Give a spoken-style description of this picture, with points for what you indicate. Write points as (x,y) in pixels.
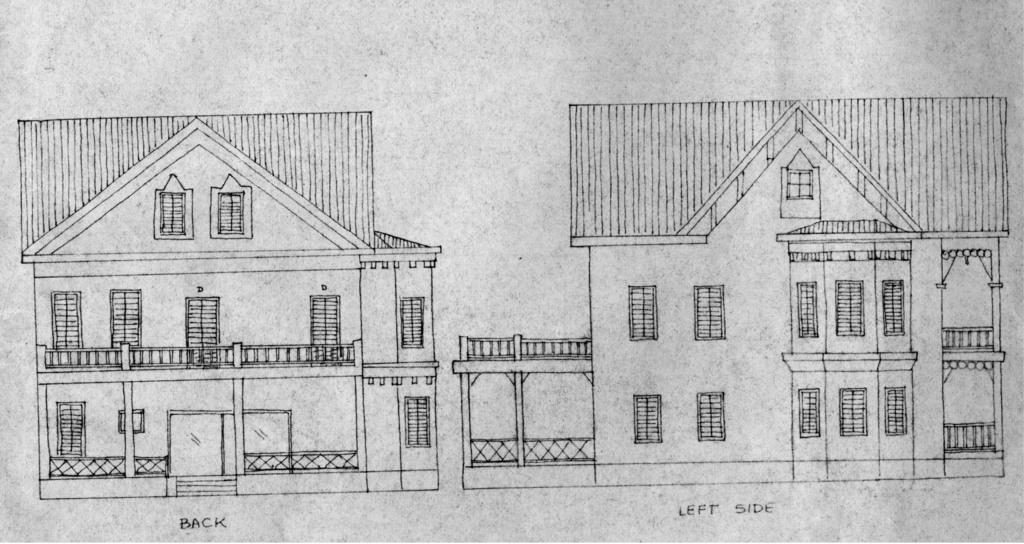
In this picture we can see a drawing (249,346) of houses (718,415) and some text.
